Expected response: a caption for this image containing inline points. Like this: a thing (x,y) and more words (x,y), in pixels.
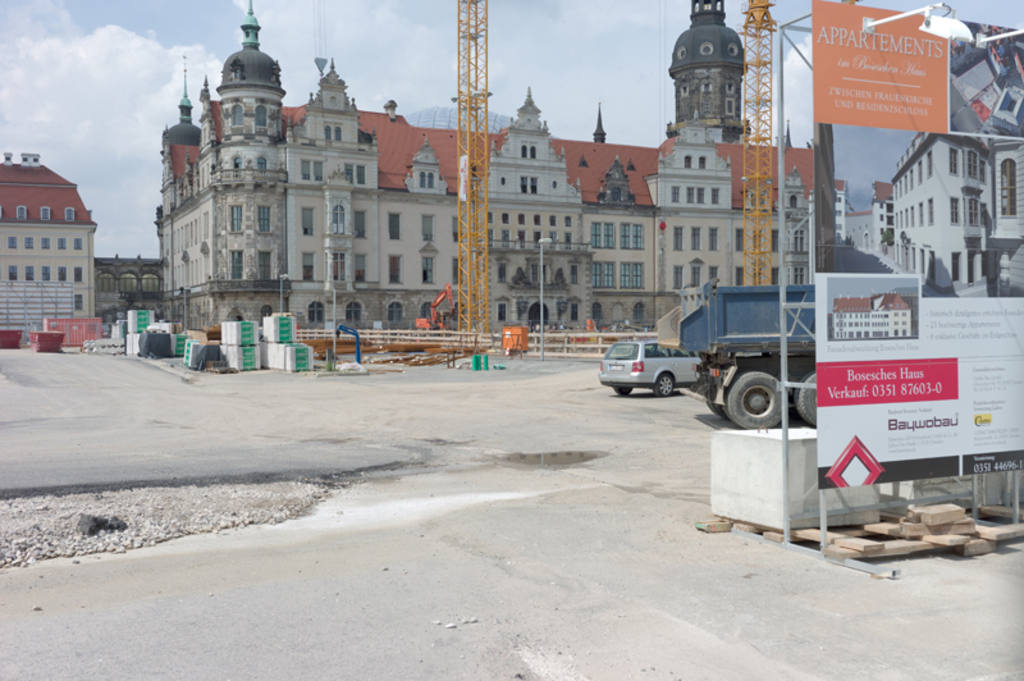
In this image we can see buildings (671,257), towers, poles (185,288), fence (342,330), hoarding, vehicles (758,398), road (581,438), and few objects (136,340). In the background (18,93) there is sky (626,61) with clouds (5,54).
